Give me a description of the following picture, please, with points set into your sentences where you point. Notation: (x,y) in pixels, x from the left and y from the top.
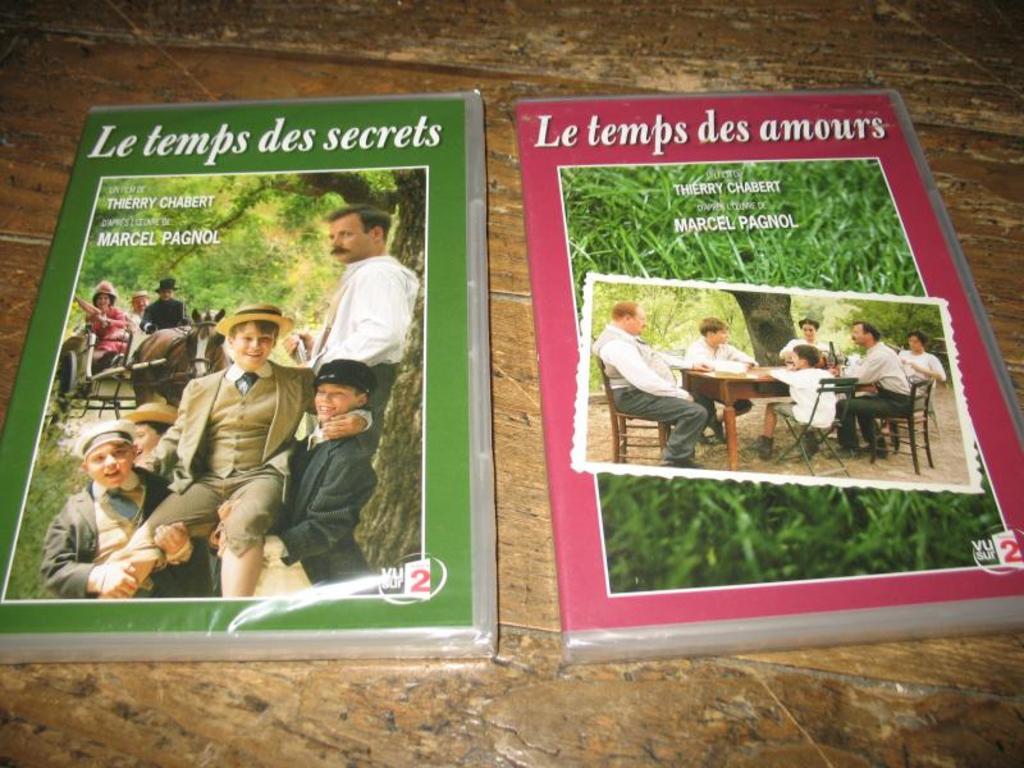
This image consists of two DVD cases (468,328). One is in green color and another one is in red color. On that DVD cases (202,328) there are photos (243,370) of people (352,404), who are sitting Standing and there is also a table (739,377) in that picture and chairs (650,426) too.
